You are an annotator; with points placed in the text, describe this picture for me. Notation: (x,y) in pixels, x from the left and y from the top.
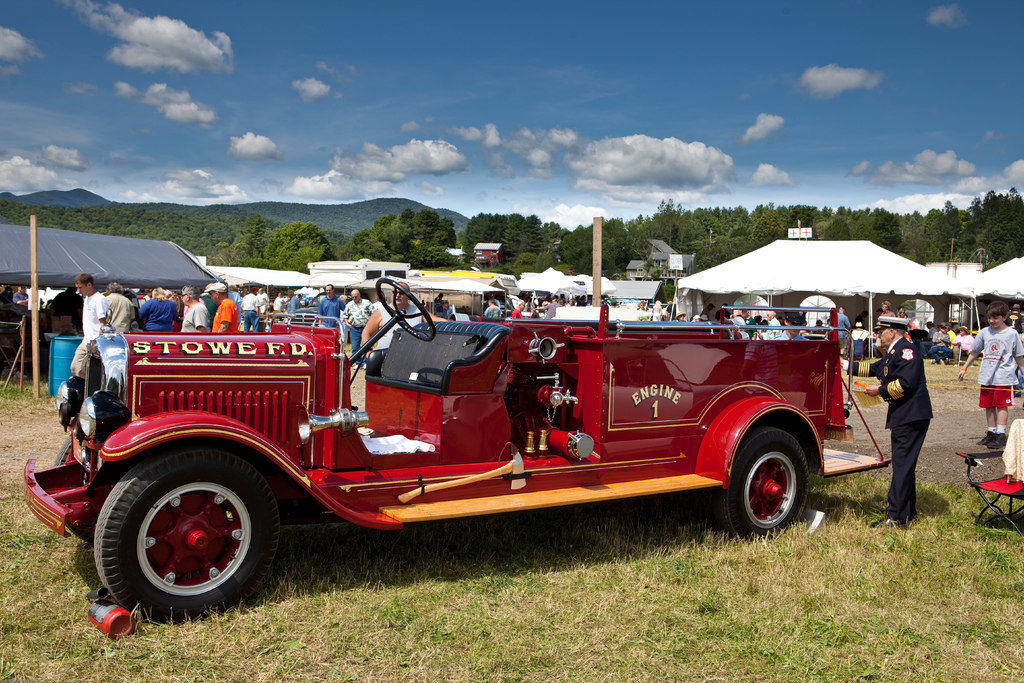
This image consists of many people (119,323). In the front (281,452), we can see a car (260,515) in red color. It looks like a vintage car (464,452). At the bottom (656,656), there is green grass (536,563) on the ground (849,544). In the background (589,263), there are tents (69,254) and trees (398,219) along with the mountains (317,220). At the top (498,110), there are clouds (601,149) in the sky (645,165).
